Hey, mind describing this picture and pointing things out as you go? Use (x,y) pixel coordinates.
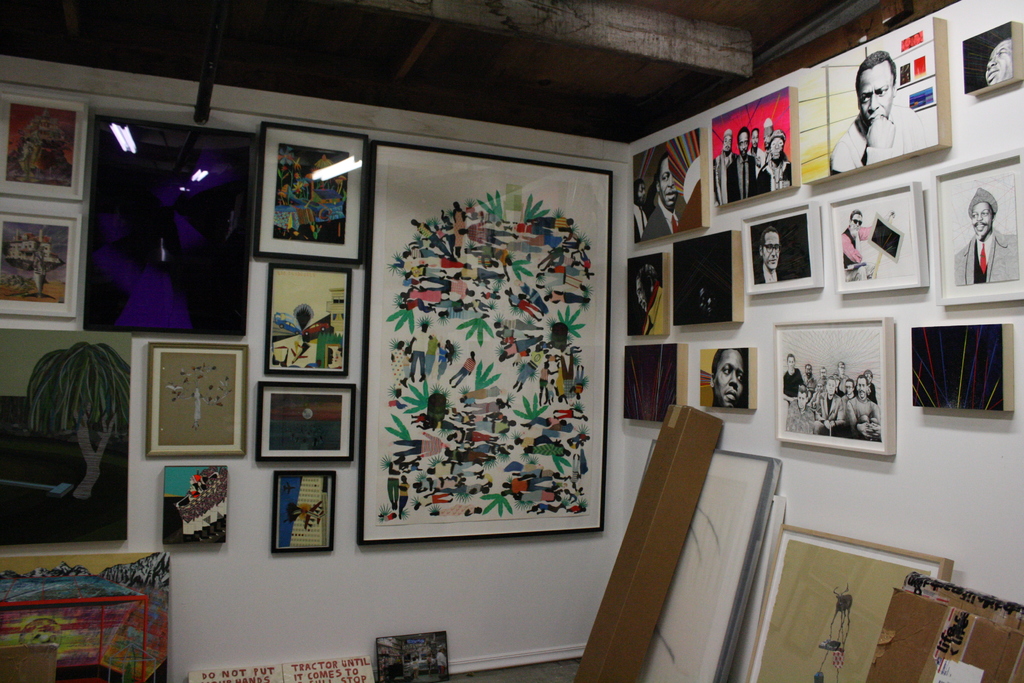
In the foreground of this picture (670,480), there are many frames (833,361) attached to the wall (910,467) and the card board boxes (933,663) in the front (627,560).
